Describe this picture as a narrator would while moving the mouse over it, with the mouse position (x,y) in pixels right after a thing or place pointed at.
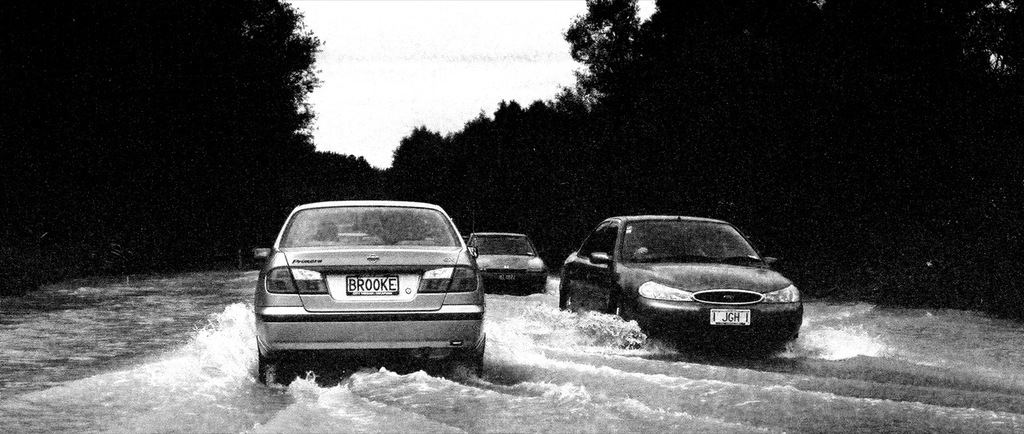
In this image, I can see three cars (513,271). These are the water (286,395) flowing. I can see the trees (372,170). This is the sky (450,62).
